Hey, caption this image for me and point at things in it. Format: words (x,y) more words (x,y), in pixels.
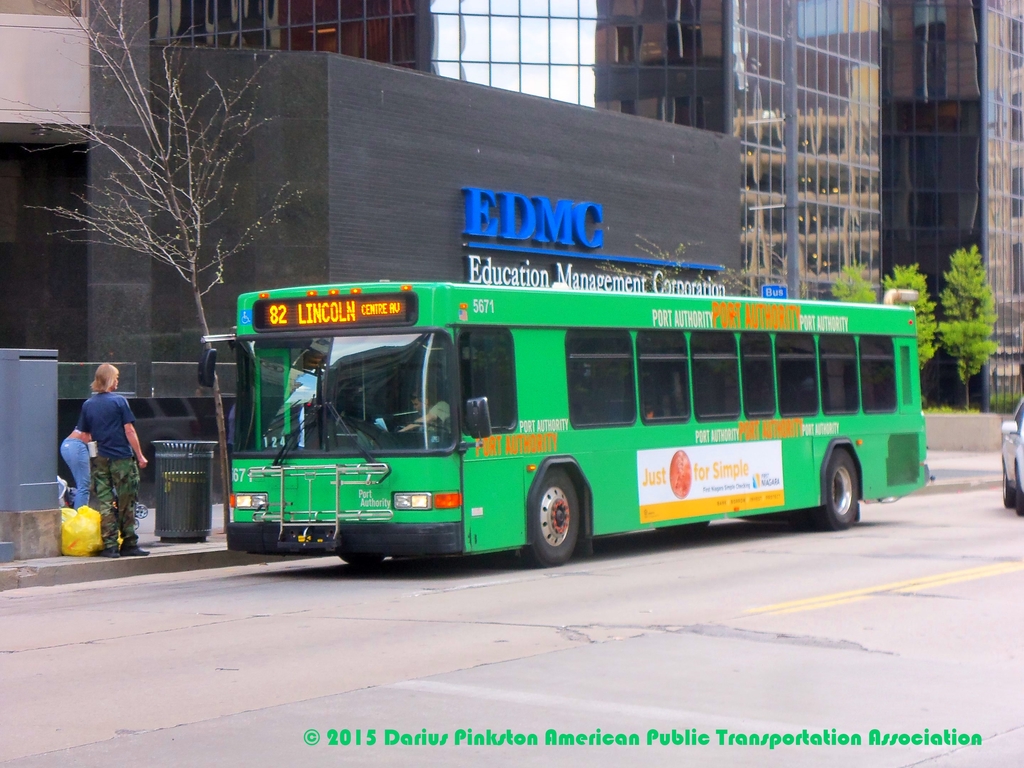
In this image, I can see a bus (621,442), which is on the road (344,575). I think this is the dustbin (183,495). I can see two people (116,470) standing. This is a tree (182,191) with branches (199,241). I can see the buildings (824,101) with the glass doors (955,191). This looks like a name board (523,231), which is attached to the wall (449,217). These are the trees (971,305). I can see the car (1010,449) on the road (969,574). This is the watermark (656,732) on the image.
